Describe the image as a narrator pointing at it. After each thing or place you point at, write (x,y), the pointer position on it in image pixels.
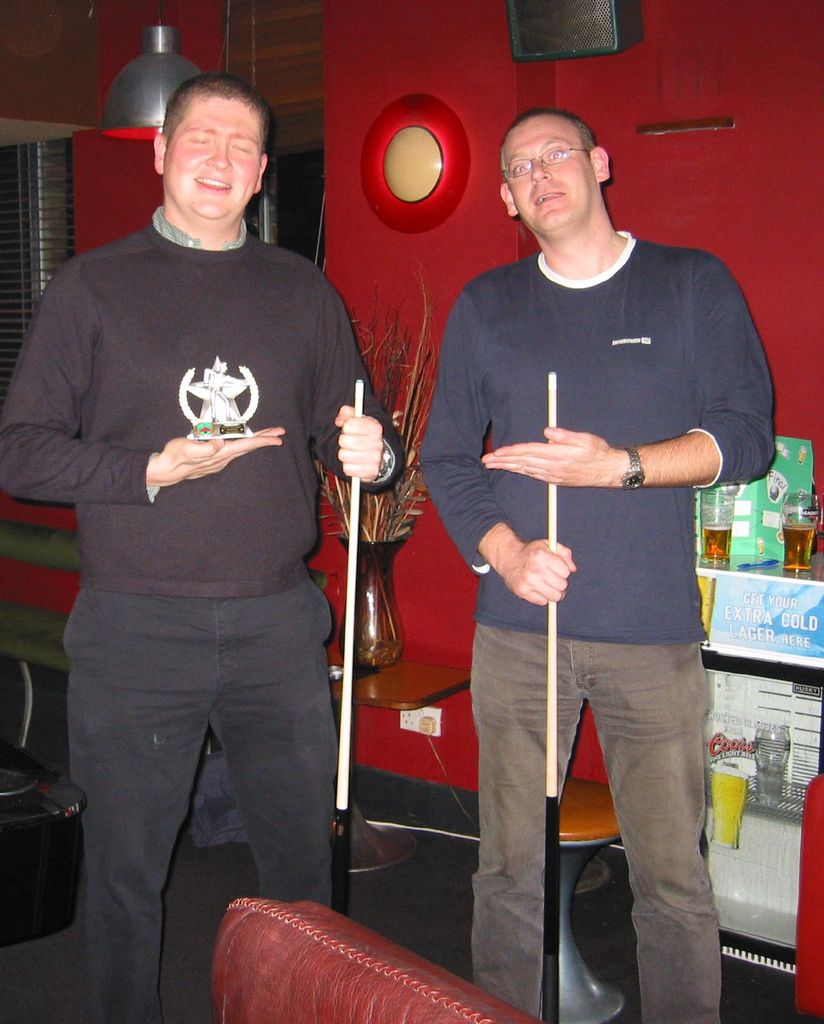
In this image I can see two person (670,500) standing. The person (674,496) at right (642,511) wearing blue shirt (623,542), brown pant (630,749) and holding a stick (550,744), the person (307,708) at left (221,695) wearing brown shirt (152,532), gray pant (105,725). Background (721,548) I can see few glasses (724,538) on the table (777,572) and the wall (439,232) is in red color.
